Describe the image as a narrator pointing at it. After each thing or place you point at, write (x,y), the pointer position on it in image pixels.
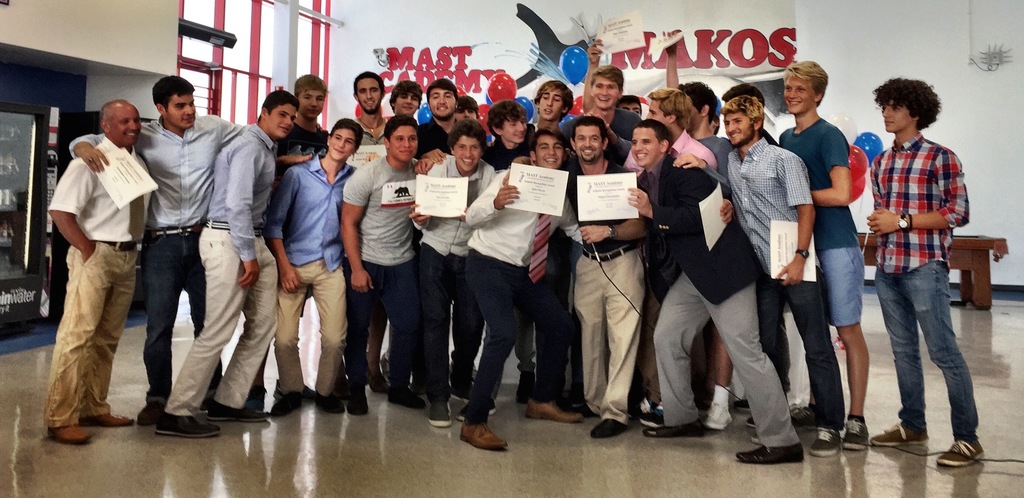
In this image I can see group of people (682,224) are standing. In the background (789,64) I can see a wall (944,82) which has something written on it. Here I can see wooden object (981,287) on the floor (961,326).
